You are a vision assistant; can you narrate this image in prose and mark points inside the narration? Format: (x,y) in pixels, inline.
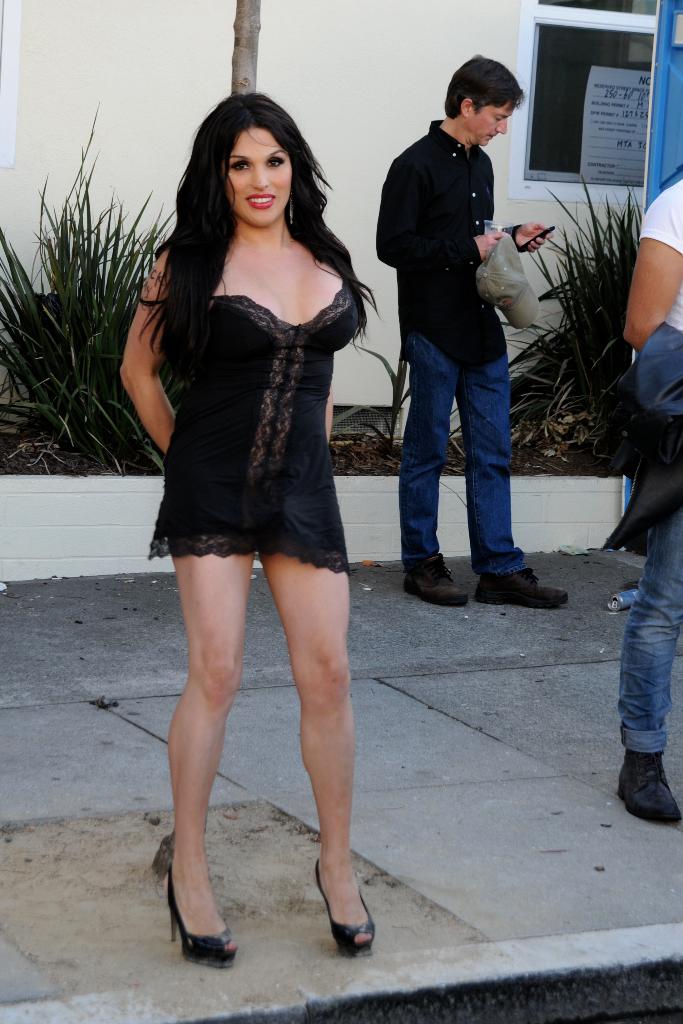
In the picture I can see a woman (324,660), a man (436,414) and a person (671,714) are standing on the ground (253,858). In the background (85,323) i can see a wall (349,491), a window (555,120), plants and some other objects (360,430).
